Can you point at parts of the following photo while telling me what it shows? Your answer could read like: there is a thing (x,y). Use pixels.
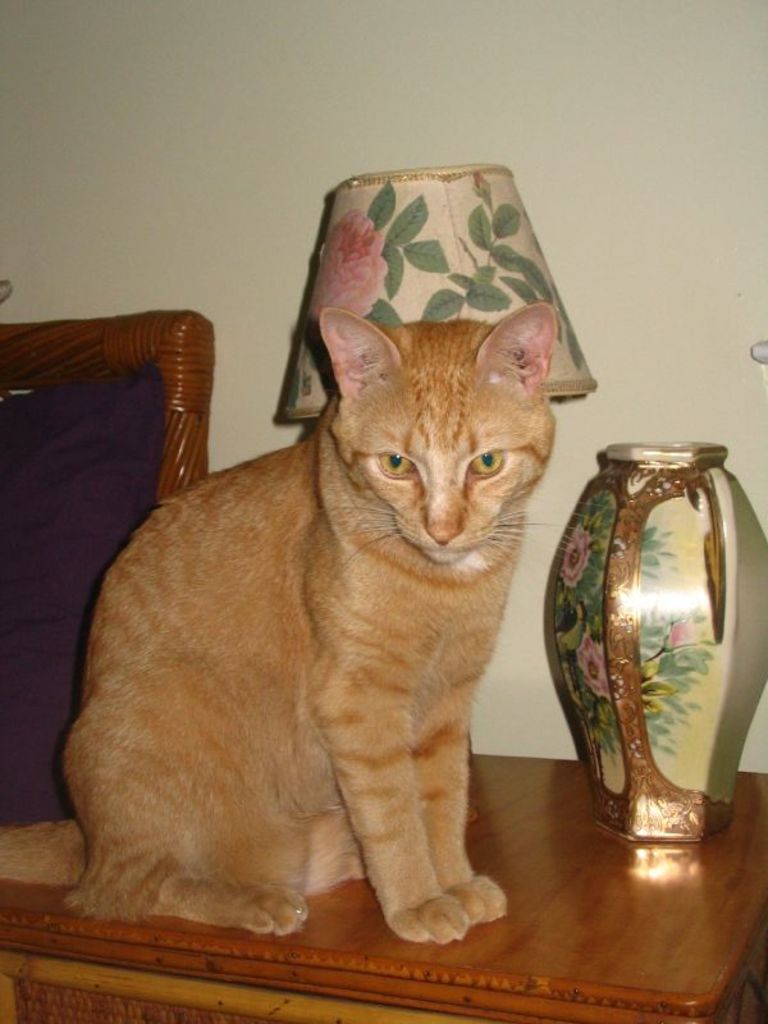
In this picture I can see the brown color surface (608,863), on which there is a cat (259,722), a vase (697,725) and a lamp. On the left side of this image (181,435) I can see a purple and brown color thing (98,399). In the background (157,31) I can see the wall (380,82).
